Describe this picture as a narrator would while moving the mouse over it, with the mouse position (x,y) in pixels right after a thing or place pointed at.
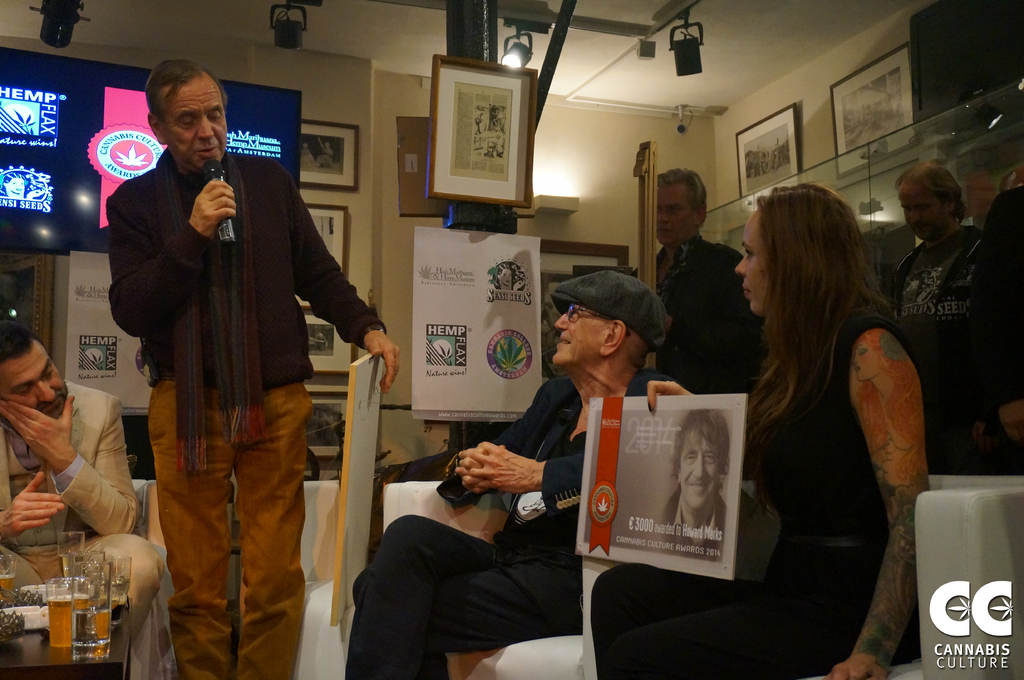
In this image we can see a few people (251,392), among them some are sitting and some are standing, there are some photo frames (473,117) on the wall (314,76), we can see a tv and a table (29,637), on the table (46,654) there are some glasses (50,589) with liquids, also we can see some posts (463,378) and lights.
